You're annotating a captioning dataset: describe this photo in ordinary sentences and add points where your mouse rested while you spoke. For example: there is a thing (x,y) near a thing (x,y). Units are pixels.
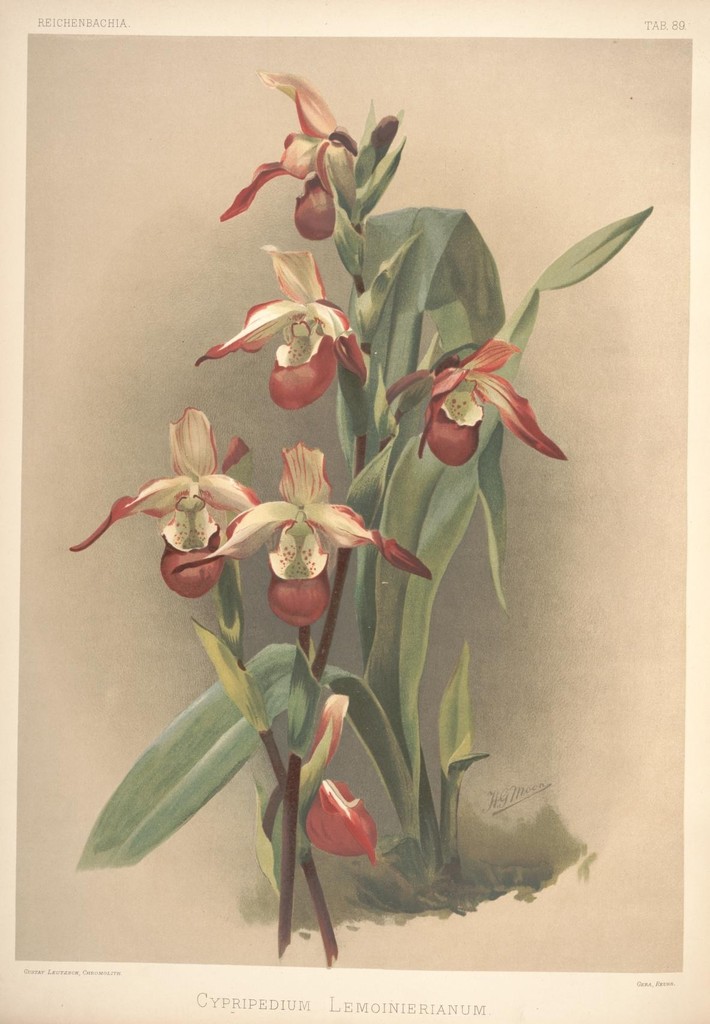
This is the picture of the painting (401,555). In this picture, we see plants (415,534) which have flowers (248,527) and these flowers (212,448) are in white and red color. In the background (549,132), it is white in color and this might be a paper (667,126).
